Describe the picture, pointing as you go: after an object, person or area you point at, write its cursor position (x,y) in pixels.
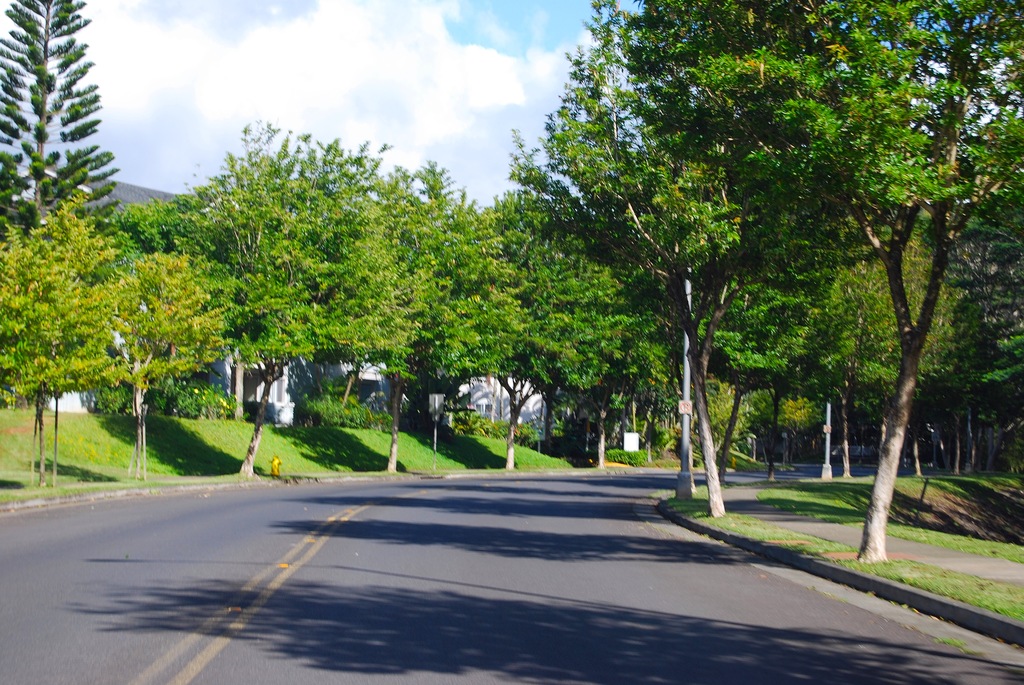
In the center of the image (379,240) we can see the sky (522,32), clouds (310,67), one building (222,383), trees (430,351), plants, grass (295,443), poles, road (652,631) and a few other objects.
